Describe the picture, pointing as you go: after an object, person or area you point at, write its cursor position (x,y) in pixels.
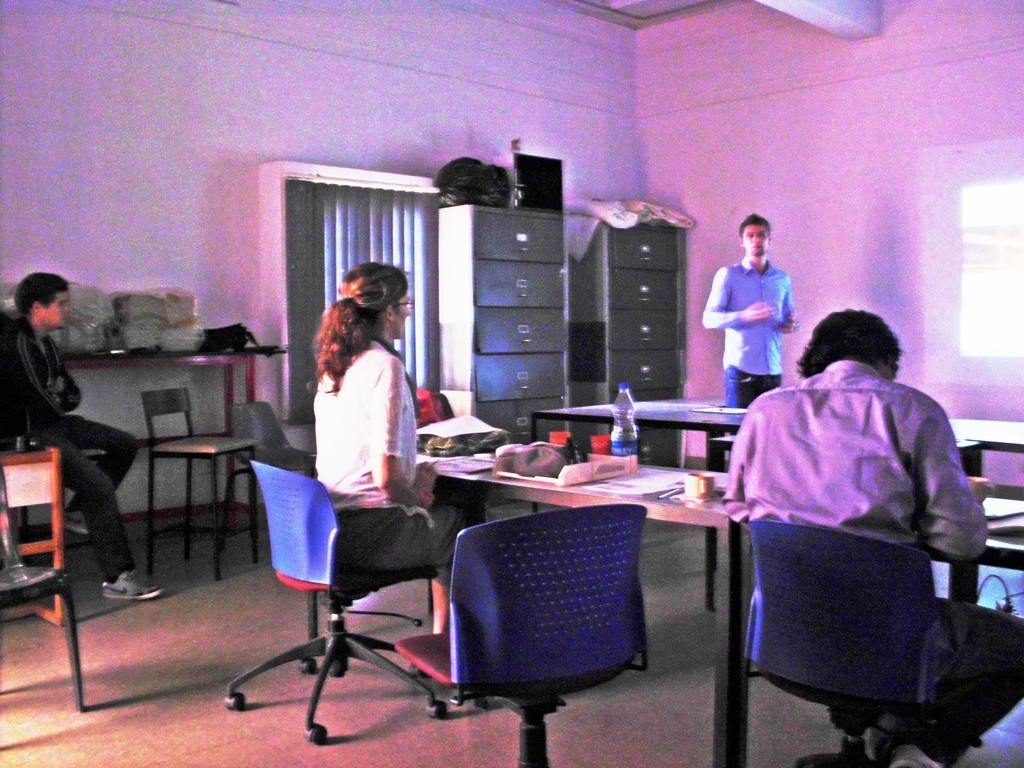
In this image I can see four people (384,374). Among them two people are sitting In front of the table (601,494). On the table (638,497) there is a cup (698,491), bottle (620,422) and some of the objects (572,475). In the background (594,153) there is a cupboard (549,313), window (318,315) and the wall (703,210).
